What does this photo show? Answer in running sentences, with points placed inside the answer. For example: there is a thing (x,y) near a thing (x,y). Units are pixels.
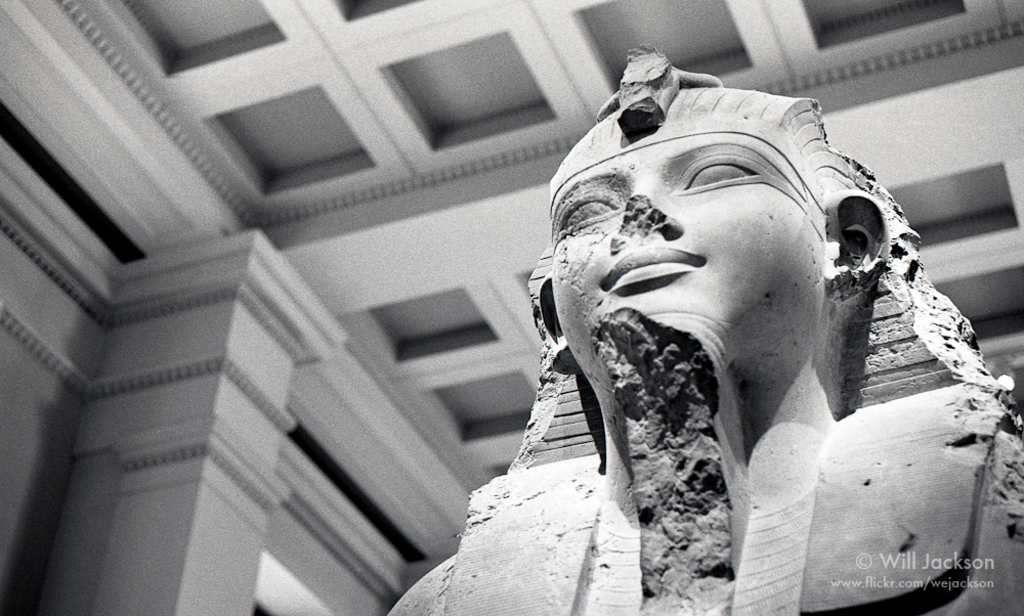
In this picture I can observe a statue (717,238). Some part (671,443) of the statue (633,249) is damaged. There is a watermark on the bottom right side (899,565). In the background (493,139) there is a ceiling (707,42). This is a black and white image.
